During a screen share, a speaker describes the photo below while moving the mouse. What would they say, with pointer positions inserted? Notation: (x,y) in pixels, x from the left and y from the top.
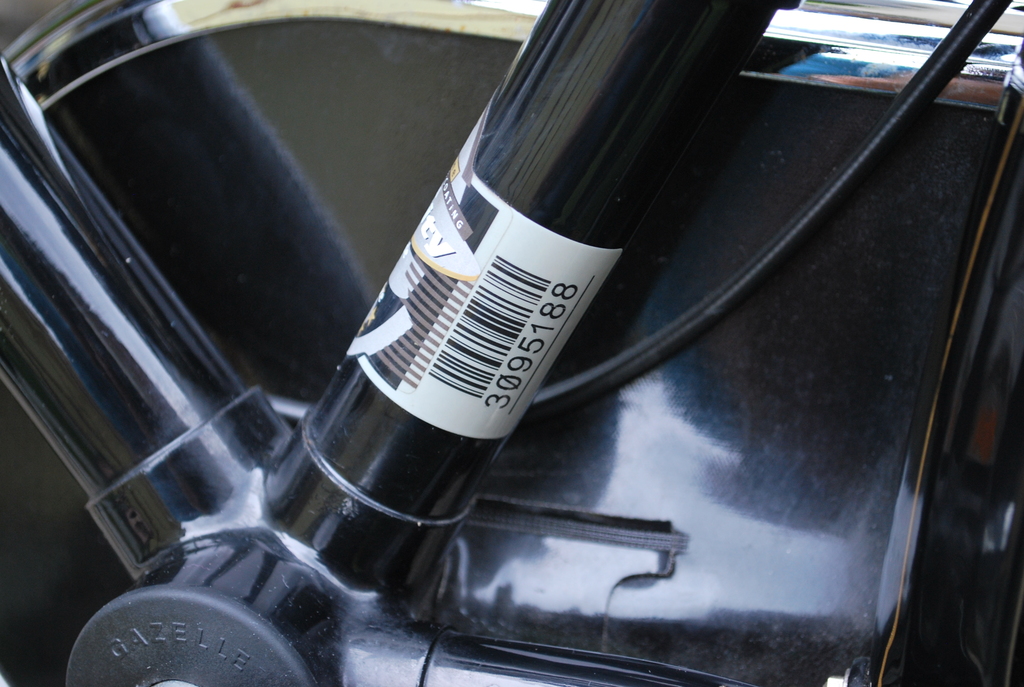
In this image may be there is a vehicle part (662,177), on which there is a label (428,282), in which there is a barcode (517,330) contain numbers (552,306) on it.
